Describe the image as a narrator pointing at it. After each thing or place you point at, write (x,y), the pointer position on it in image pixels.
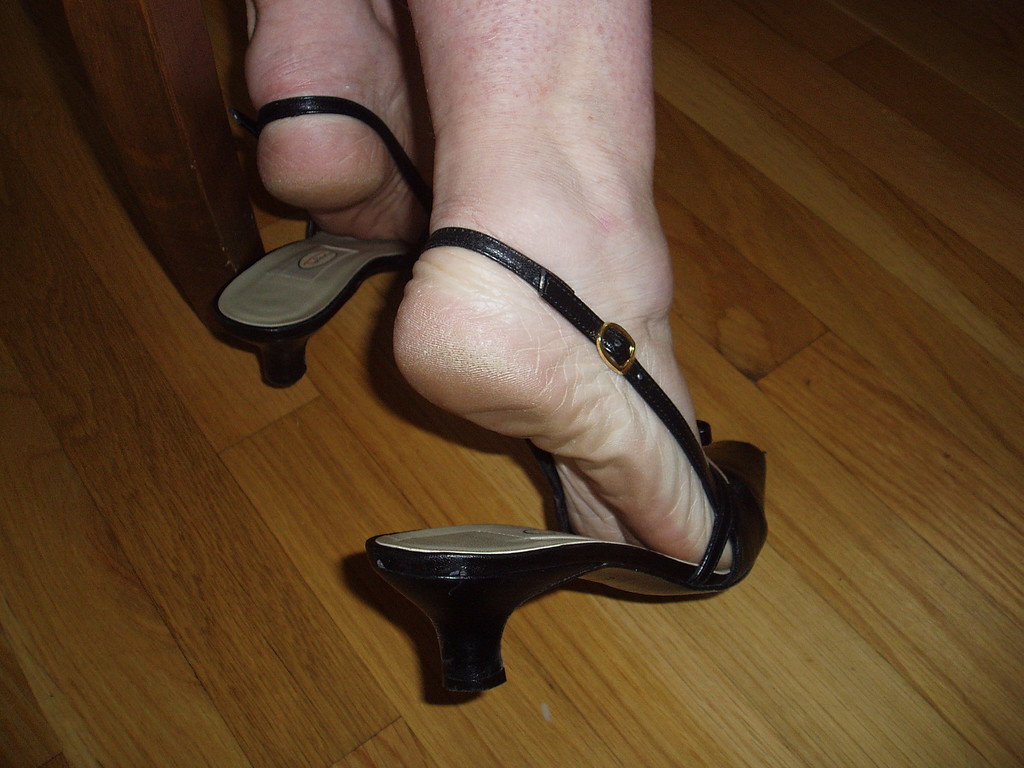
In this picture we can see a person's legs (398,193) with sandals (515,577) on the floor (380,433).
